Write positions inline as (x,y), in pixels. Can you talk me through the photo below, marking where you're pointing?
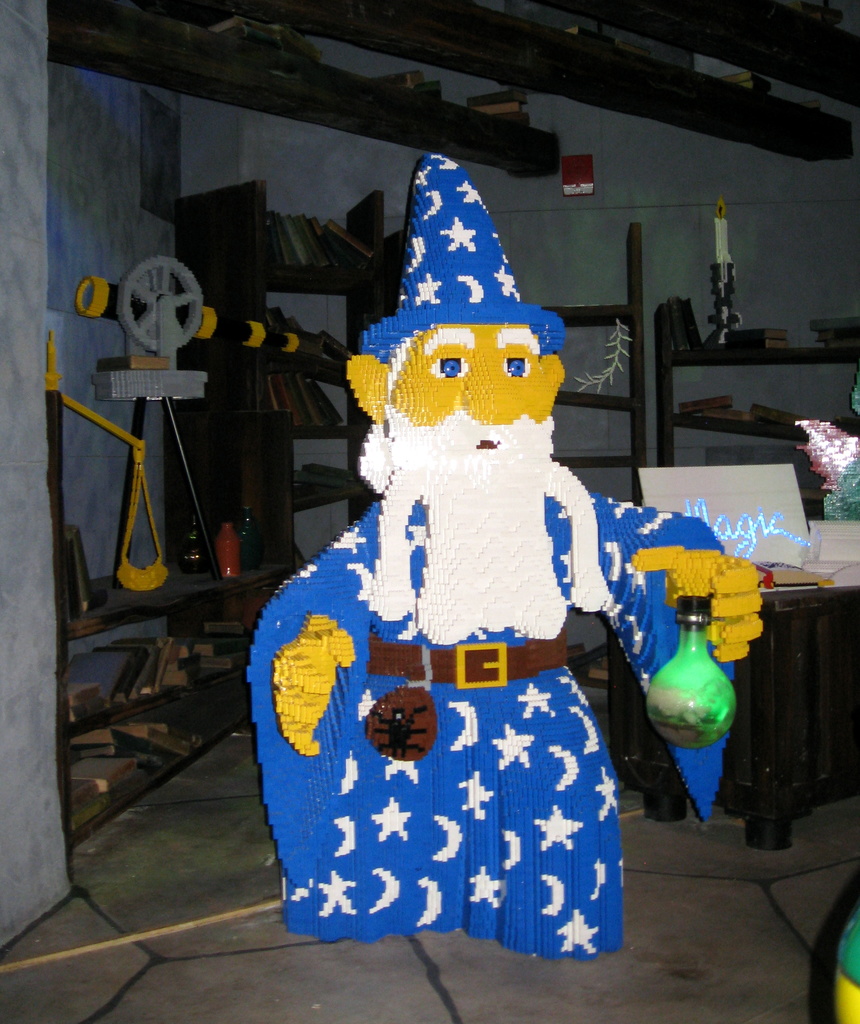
In the center of the image (437,486) there is a statue (399,699). On the right side (631,739) we can see table (772,712), books (791,573), board (767,538), candle stand (734,331) and cupboards (760,424). On the left side of the image (285,562) we can see books (281,251) arranged in racks (280,435), toys (250,334) and some objects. In the background (676,187) there is a wall (624,197).
